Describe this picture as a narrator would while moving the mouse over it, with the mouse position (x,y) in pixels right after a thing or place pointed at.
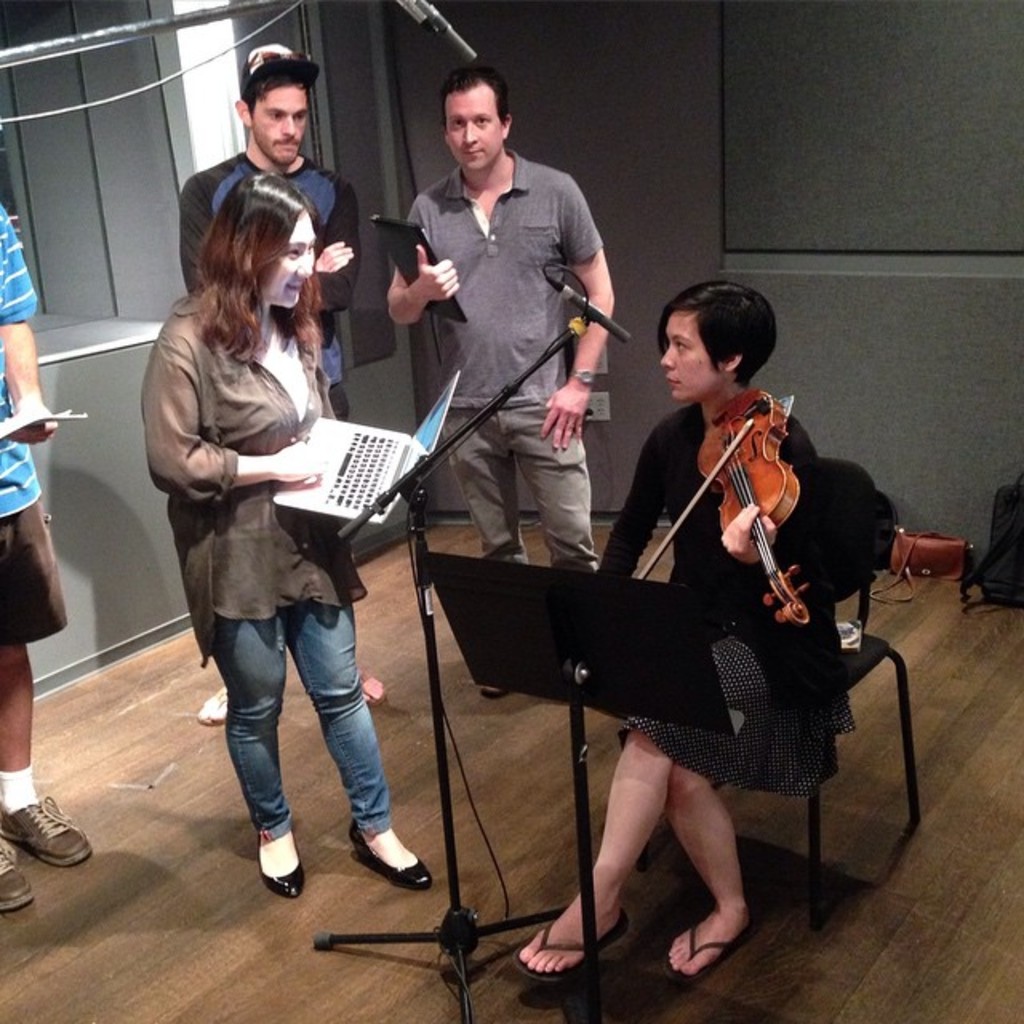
In the center of the image (619,535) there is a lady (716,928) sitting on a chair (862,587) and playing a violin (761,553) and there is a stand (558,655) placed before her. There is a mic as well. On the left side of the image (307,197) there are people (522,205) standing. The woman (220,632) who is standing next to the mic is holding a laptop (362,471).
